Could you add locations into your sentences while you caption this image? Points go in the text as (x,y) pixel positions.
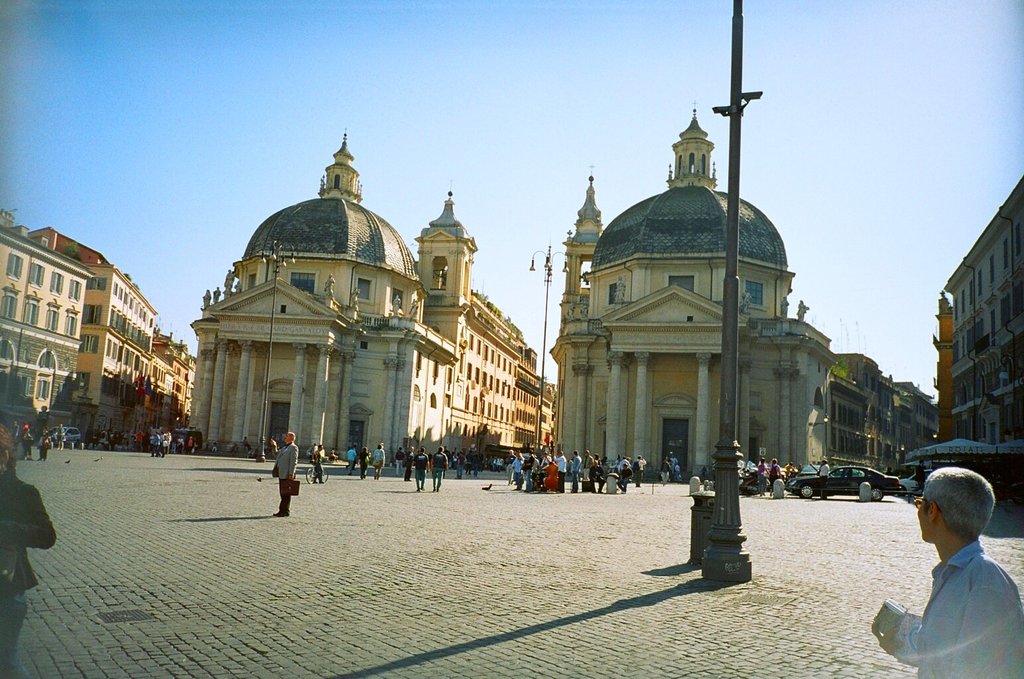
In this picture I can see some buildings (346,238), some people (516,459) are standing and also I can see some vehicles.
